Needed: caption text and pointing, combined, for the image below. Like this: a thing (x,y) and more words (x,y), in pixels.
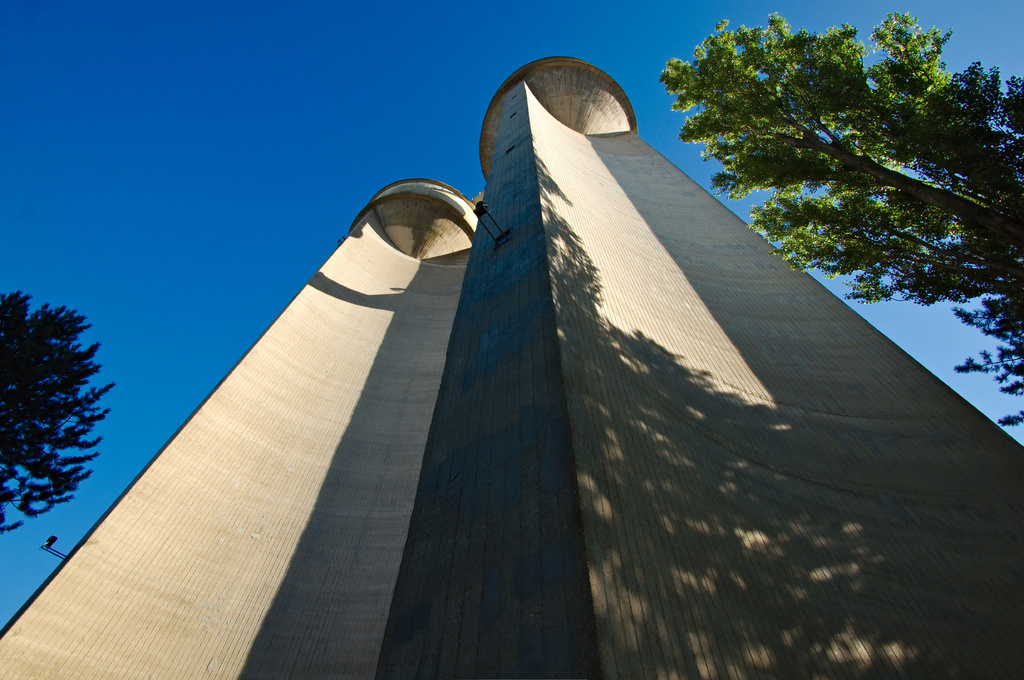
In this image there is a building (390,449). On the either sides of the building (327,461) there are trees (727,159). At the top (309,145) there is the sky (217,197).
